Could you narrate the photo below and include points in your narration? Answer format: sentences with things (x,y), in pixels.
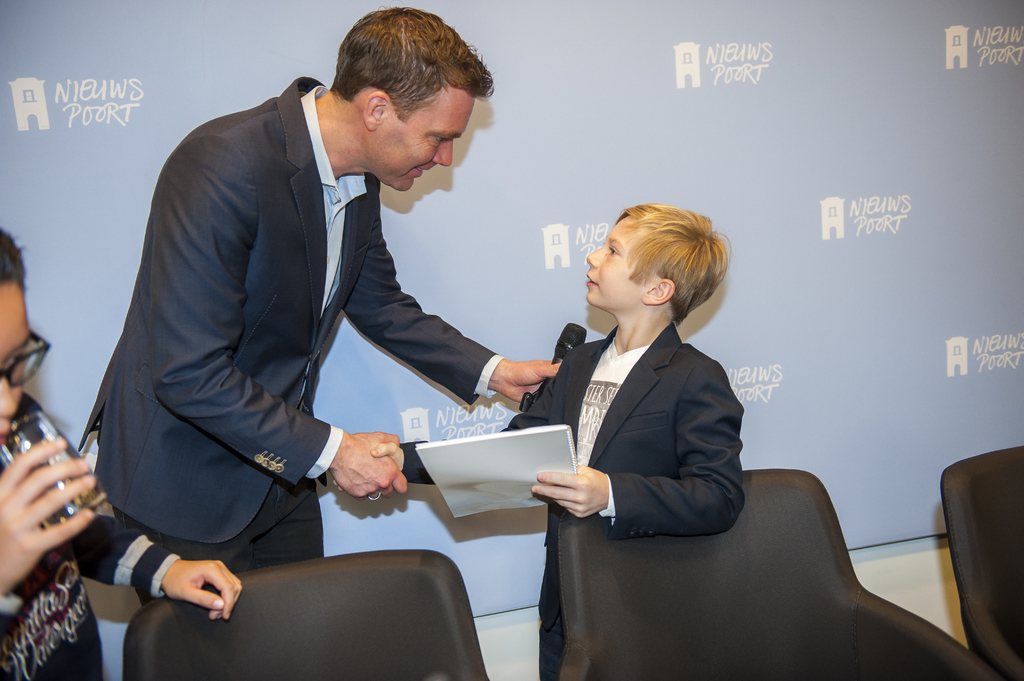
In this image I can see a man (256,304) wearing suit (217,400), standing, shaking hands (373,479) with a boy (601,503). This boys (671,483) also wearing black color suit (648,460) and holding a book (541,453) in the hand (550,478). Both are looking at each other. I can see a mike (563,357) in man's hand (511,379). On the left side (29,507), I can see another person (29,581) is holding a glass (82,507) in hand (31,505). At the bottom of the image (584,658) I can see three chairs (344,621). In the background (770,232) there is a board (783,229).
